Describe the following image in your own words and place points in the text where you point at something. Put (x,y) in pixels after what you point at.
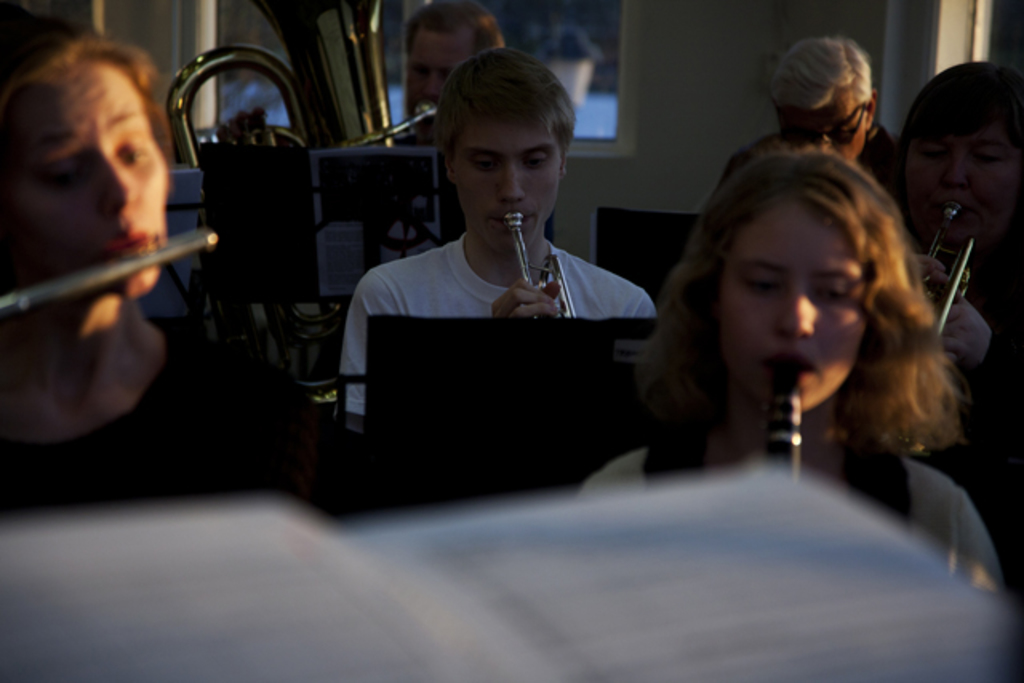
Here in this picture we can see number of people (724,242) sitting on chairs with musical notes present on the stand (414,373) in front of them over there and all of them are playing musical instruments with their mouths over there and behind them we can see a window (505,40) present over there.
